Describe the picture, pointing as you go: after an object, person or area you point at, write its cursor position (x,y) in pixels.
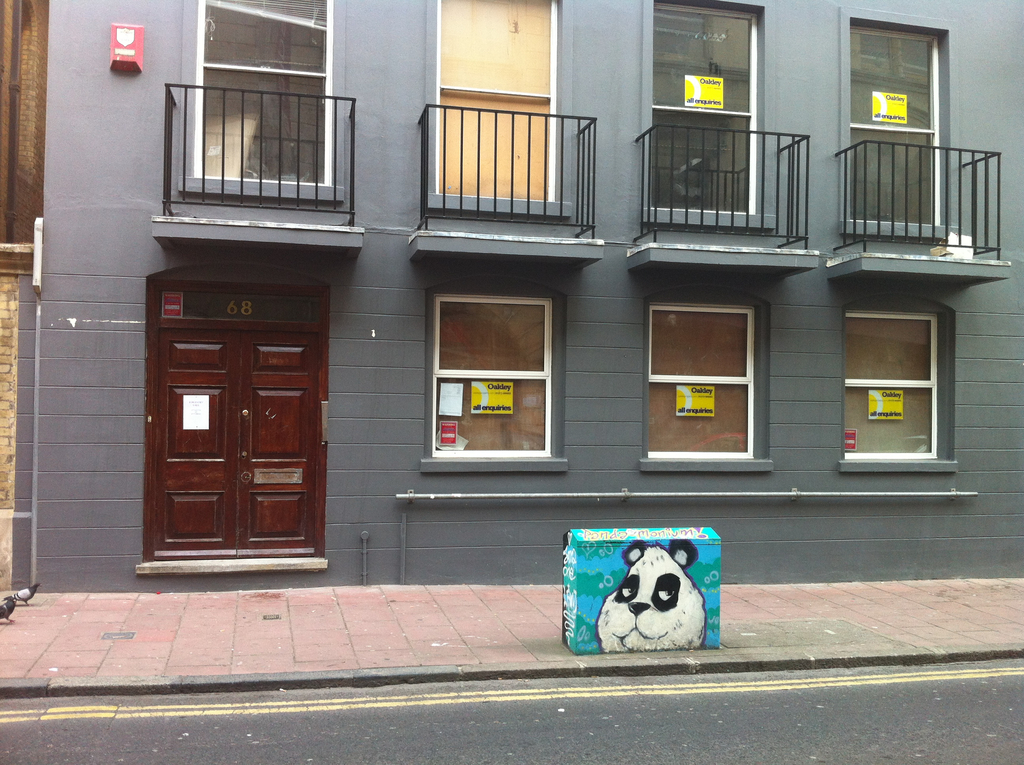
In this image there is a building (401,46), for that building (251,28) there are doors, windows (869,53) and railing (967,163), in front of the building (305,566) there is footpath (310,670) and a road (544,749) on that footpath (556,637) there is a painting (707,562) on small structure (707,580).
